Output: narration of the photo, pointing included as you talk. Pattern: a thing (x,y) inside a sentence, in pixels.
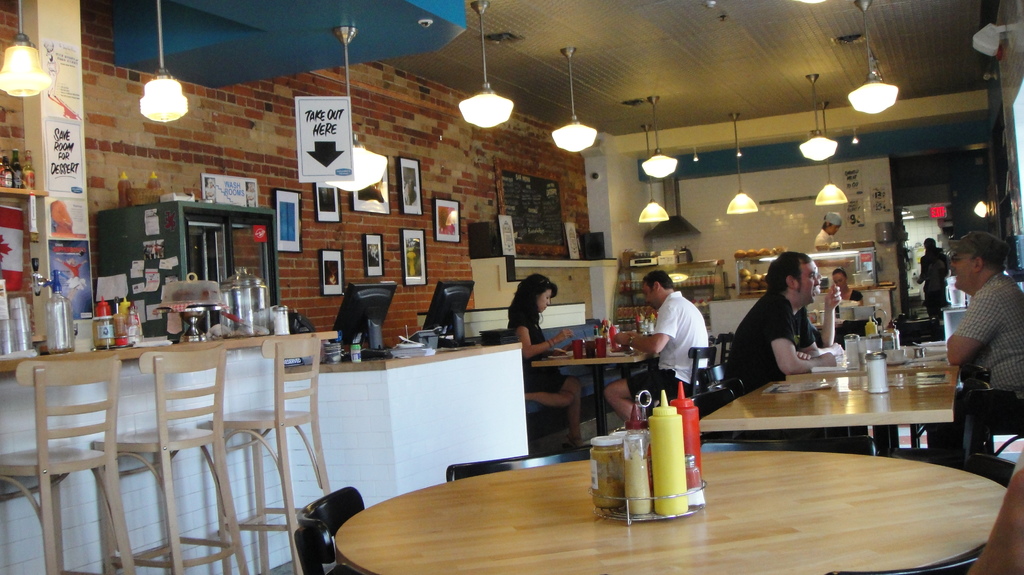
In this image I can see few people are sitting on chairs (1022,437). I can also see number of tables (736,412) and few more chairs (135,444). Here on this wall (460,157) I can see few frames (373,213).
